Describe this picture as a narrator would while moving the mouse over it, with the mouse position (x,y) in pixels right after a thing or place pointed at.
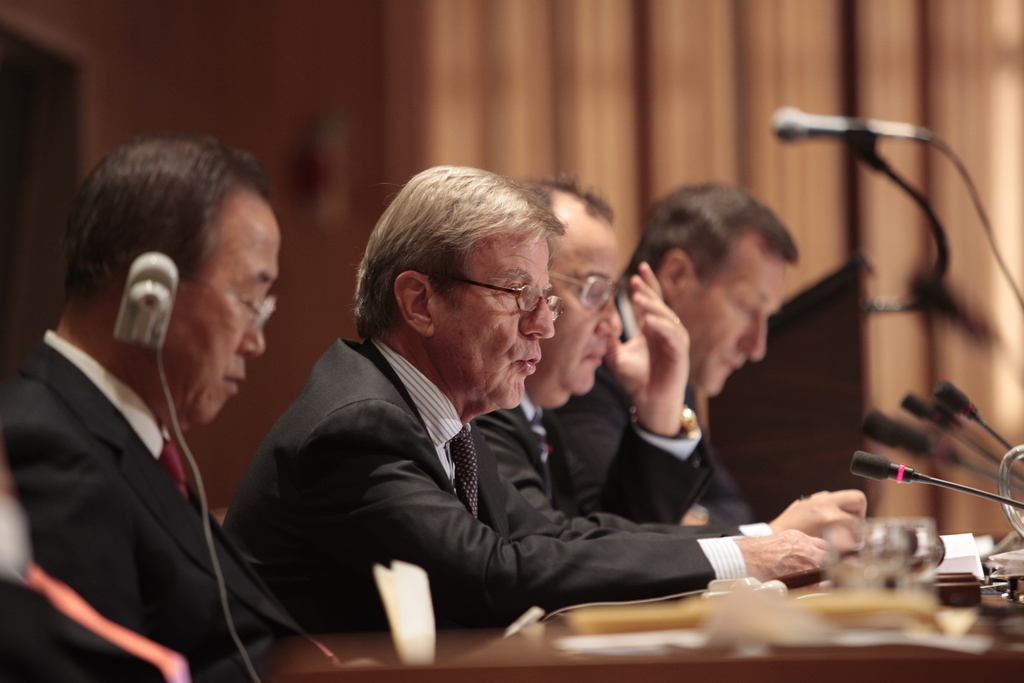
In this image we can see a group of people (699,511) wearing coats (578,440). To the right side of the image (988,485) we can see some microphones (987,498). At the bottom (899,529) we can see a cup (881,527) placed on the table (418,665). In the background (985,370), we can see the curtains (681,47).
